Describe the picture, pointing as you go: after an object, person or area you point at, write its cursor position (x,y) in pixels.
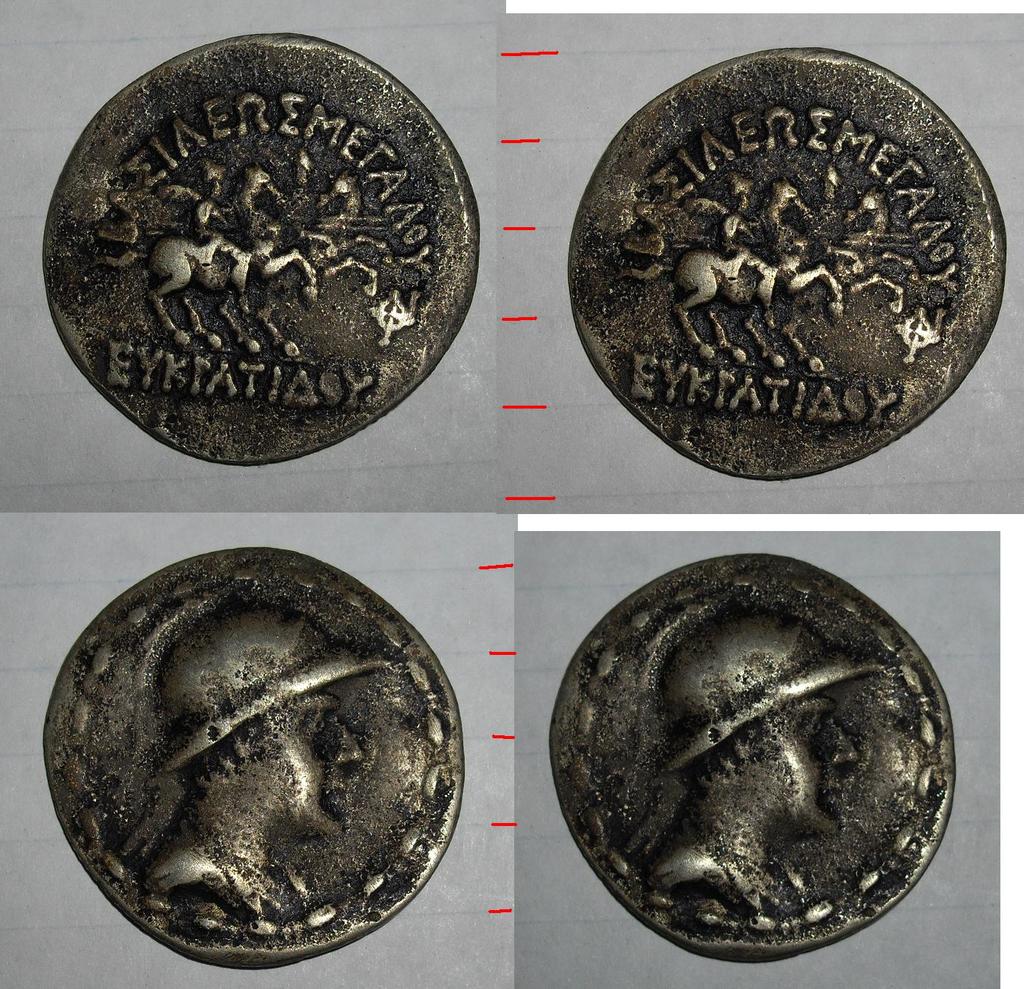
The picture is a collage. In the picture there are coins (239,330), on the coins (286,372) there are sculptures (243,716).
